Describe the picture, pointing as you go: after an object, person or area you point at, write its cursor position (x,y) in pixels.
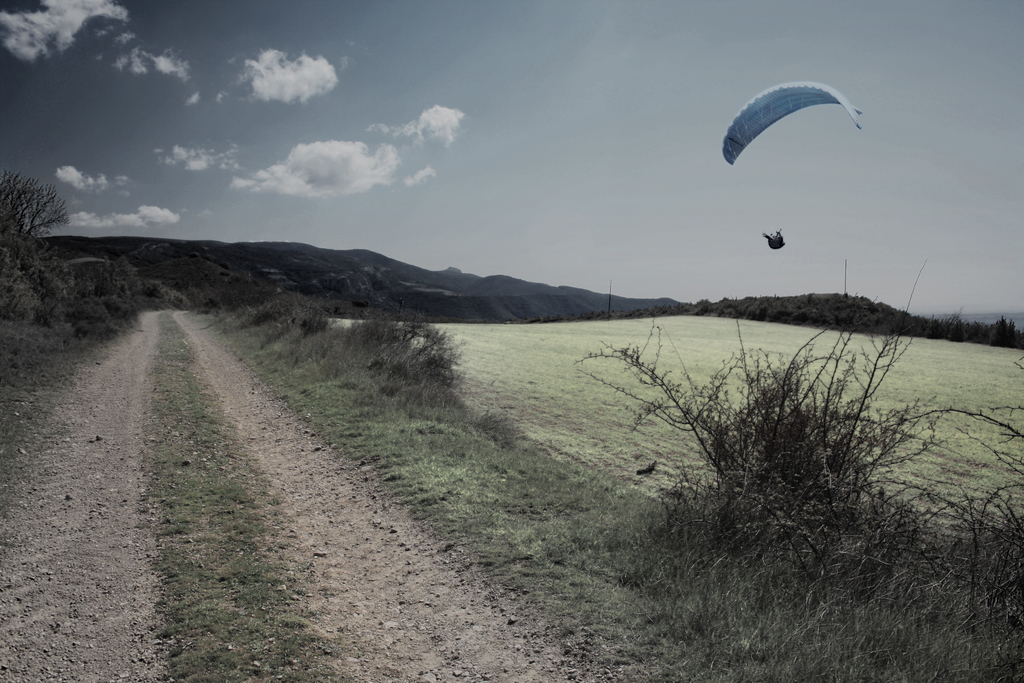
This is an outside view. On the left side (131,499) there is a path (324,465) and I can see the grass (449,484) on the ground (471,508). In the background (301,274) there are many trees (762,316) and hills (333,251). At the top of the image (515,135) I can see the sky (332,97) and clouds (303,80). On the right side (782,246) there is a person (774,236) flying along with the parachute (759,126).
